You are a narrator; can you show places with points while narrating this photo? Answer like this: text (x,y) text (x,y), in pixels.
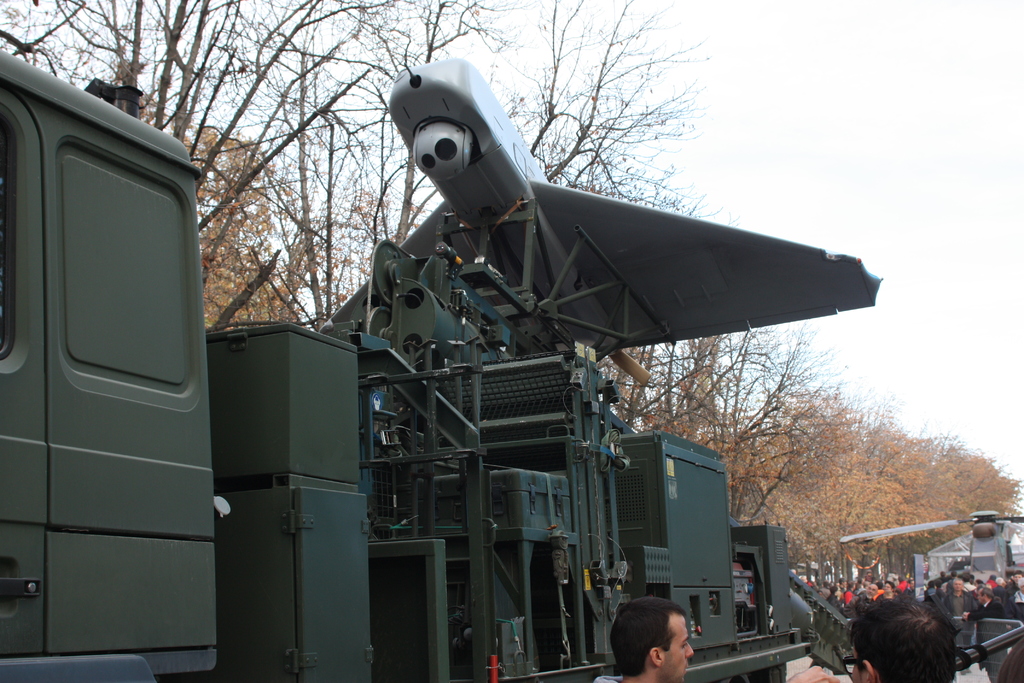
In the center of the image (398,442) there is a vehicle (614,611) on the ground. On the right side of the image (933,527) we can see a vehicle (920,525) and person (921,608) standing on the road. In the background (881,457) there are trees (892,465) and sky (866,153).
